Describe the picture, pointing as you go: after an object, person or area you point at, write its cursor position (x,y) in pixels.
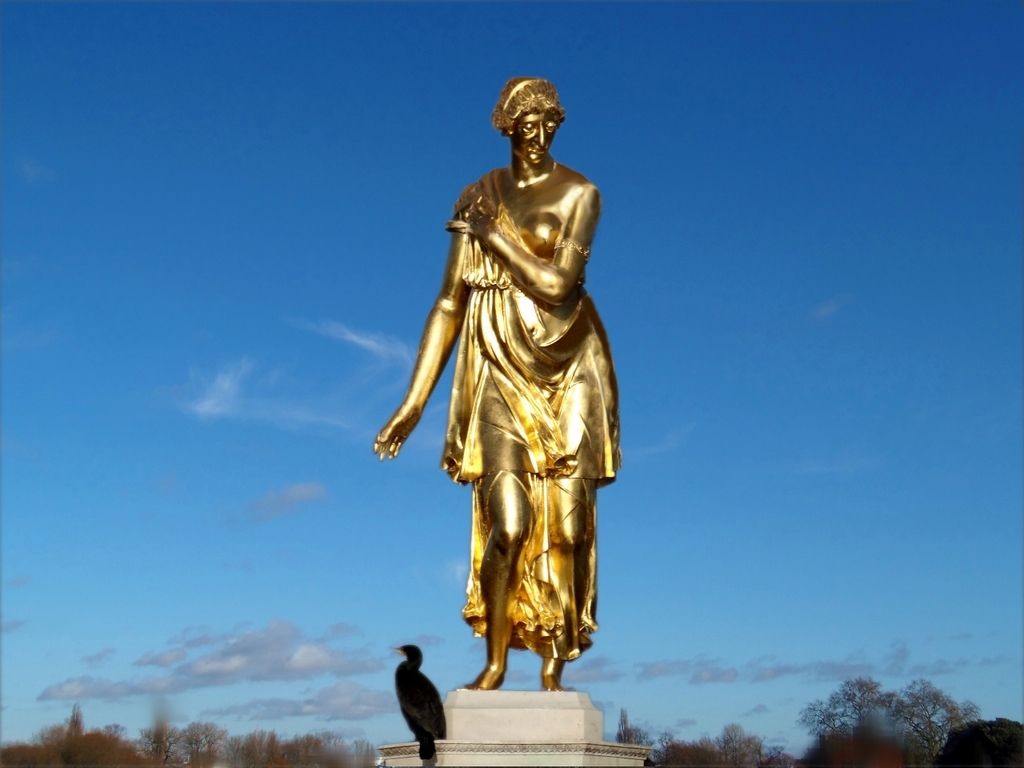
In the image we can see a sculpture (466,428) of a person (504,421) standing. Here we can see a bird (401,689), trees (843,741) and the sky (761,634).
